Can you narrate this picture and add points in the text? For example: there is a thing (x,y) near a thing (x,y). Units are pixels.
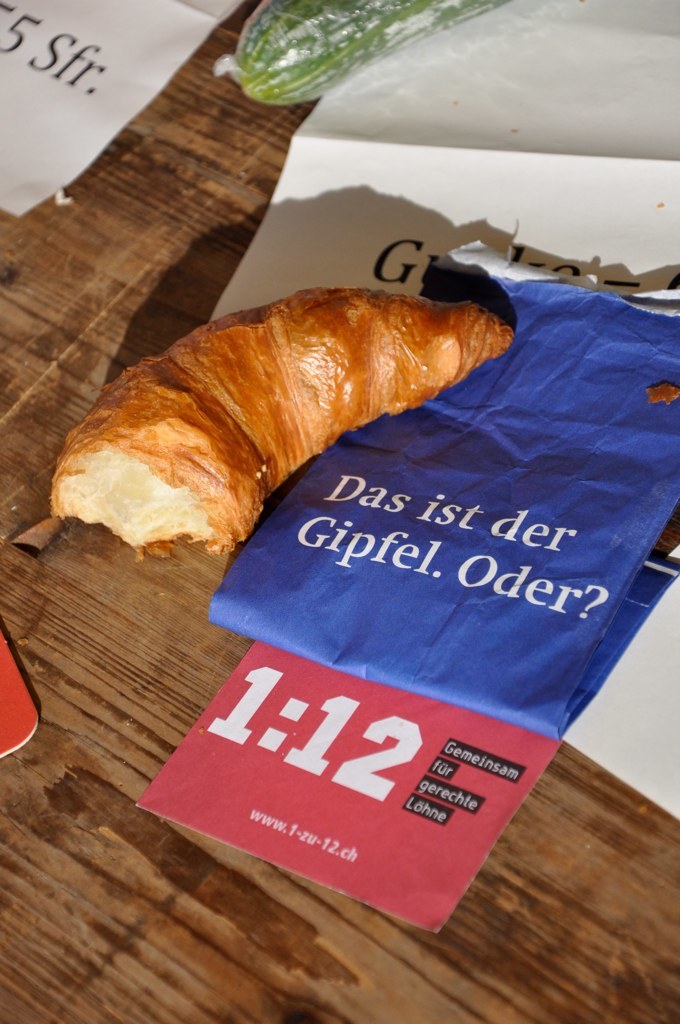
In this image we can see the food (275,444), a vegetable (312,39) and a group of papers (429,253) with some text (378,733) placed on the surface (43,743).
